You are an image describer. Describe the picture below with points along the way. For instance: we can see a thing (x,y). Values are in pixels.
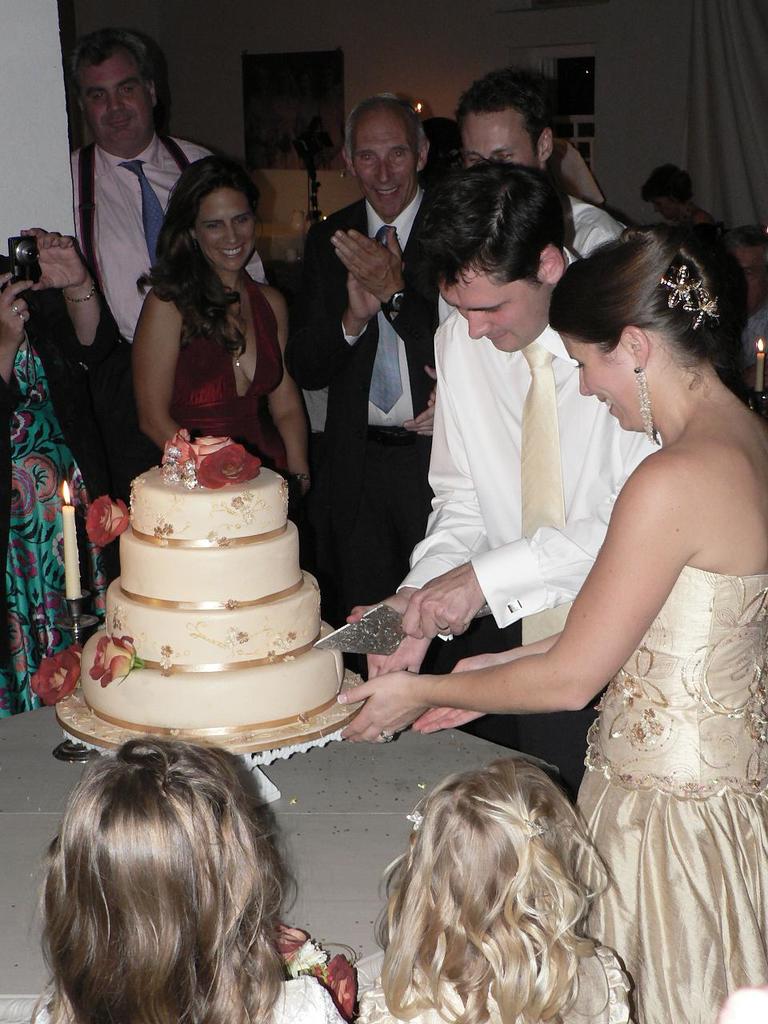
It is a wedding event and there is a couple (567,552) cutting the cake (287,663) and around the couple (683,489) many people (194,191) are standing and cheering them, in the background (352,49) there is a wall (527,49) and there is a curtain (710,93) beside the wall (671,128).
